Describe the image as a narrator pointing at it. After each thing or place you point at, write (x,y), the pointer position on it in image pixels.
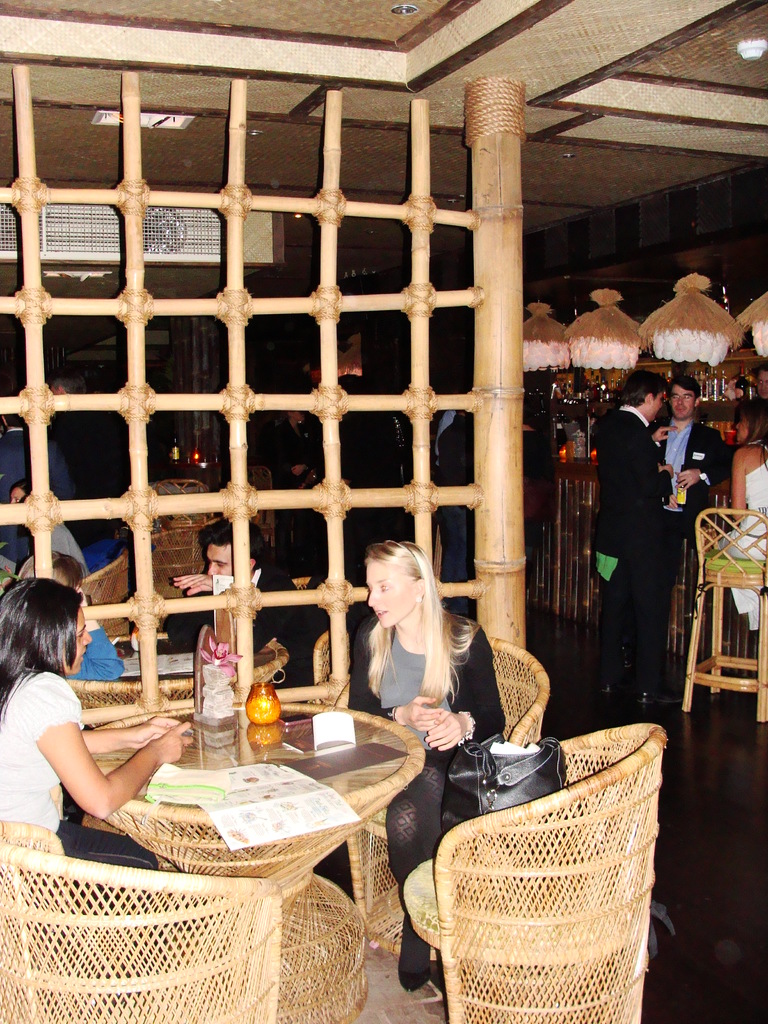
There are 2 women (43,767) sitting on the chair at the table (192,744). On the table (236,723) there is a flower vase (213,695) and papers (253,784) and we can also handbag (523,789) on the chair (505,872). In the background (148,628) there is a fence (214,503) and few people (225,537) sitting on the chair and other are standing and wine bottles (175,452).
